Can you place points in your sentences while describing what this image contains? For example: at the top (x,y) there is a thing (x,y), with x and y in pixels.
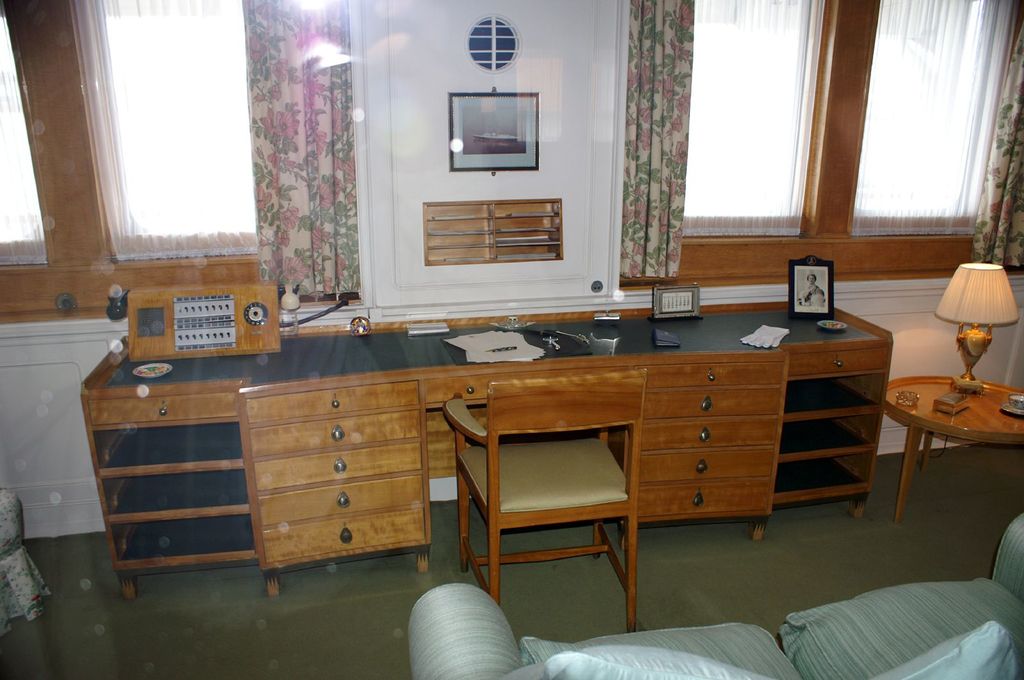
In this image I see a table (312,507) and there is a chair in front of it and there are many things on the table (129,378). I also see that there is a sofa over here, a lamp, windows (854,216) and curtains (91,17) on it.
